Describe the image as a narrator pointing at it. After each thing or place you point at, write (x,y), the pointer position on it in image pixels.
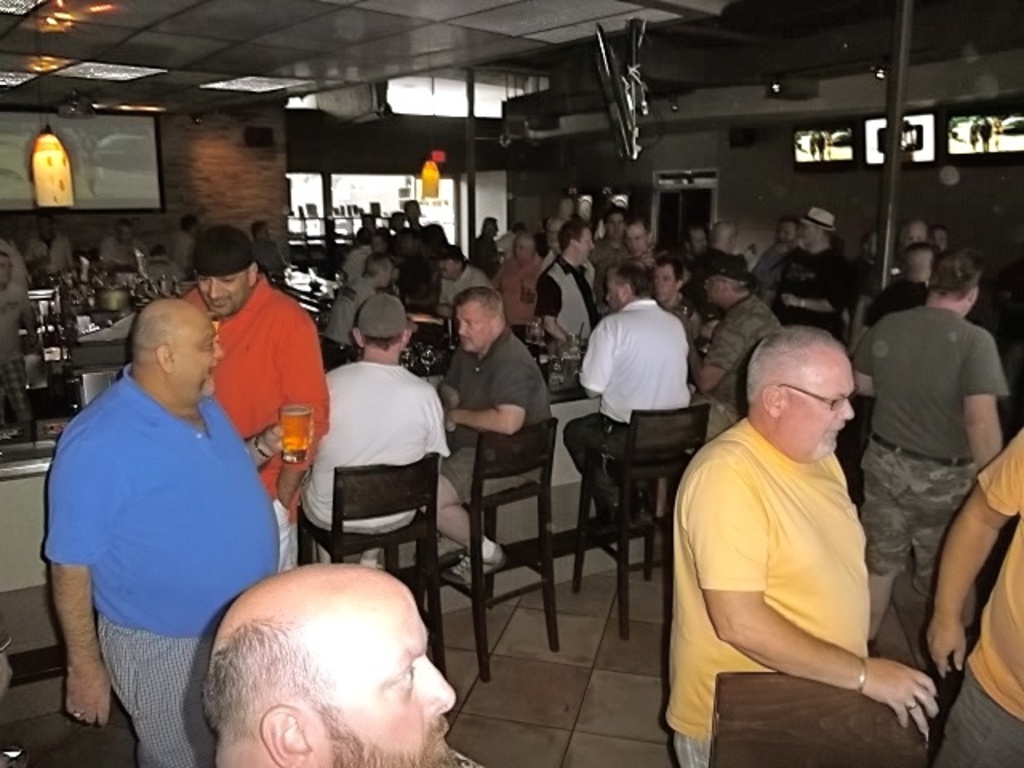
In this image i can see a group of people (270,360) are sitting on a chair (495,468) in front of a table (420,371) and few (169,559) are standing on the floor (488,724).
